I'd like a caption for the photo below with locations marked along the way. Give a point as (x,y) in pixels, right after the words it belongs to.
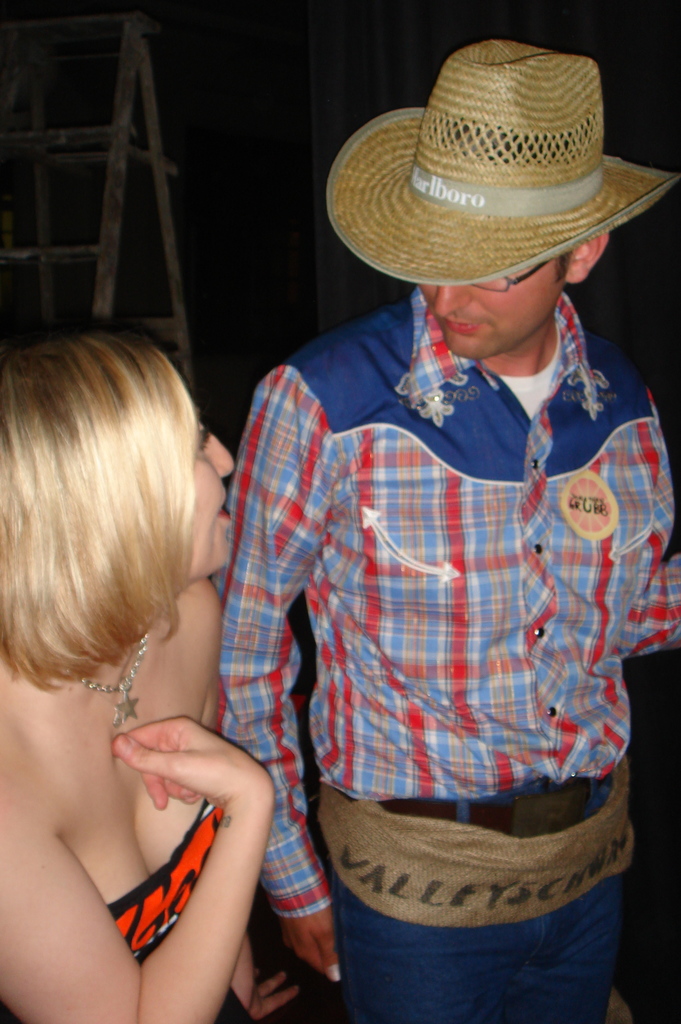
In this image we can see a man (482,663) and woman (224,761). Man (482,663) is wearing shirt (482,663) with blue jeans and brown hat (495,171). And the woman (84,761) is wearing red color dress (159,913) with some jewelry (128,684). Behind ladder (115,219) is there.
